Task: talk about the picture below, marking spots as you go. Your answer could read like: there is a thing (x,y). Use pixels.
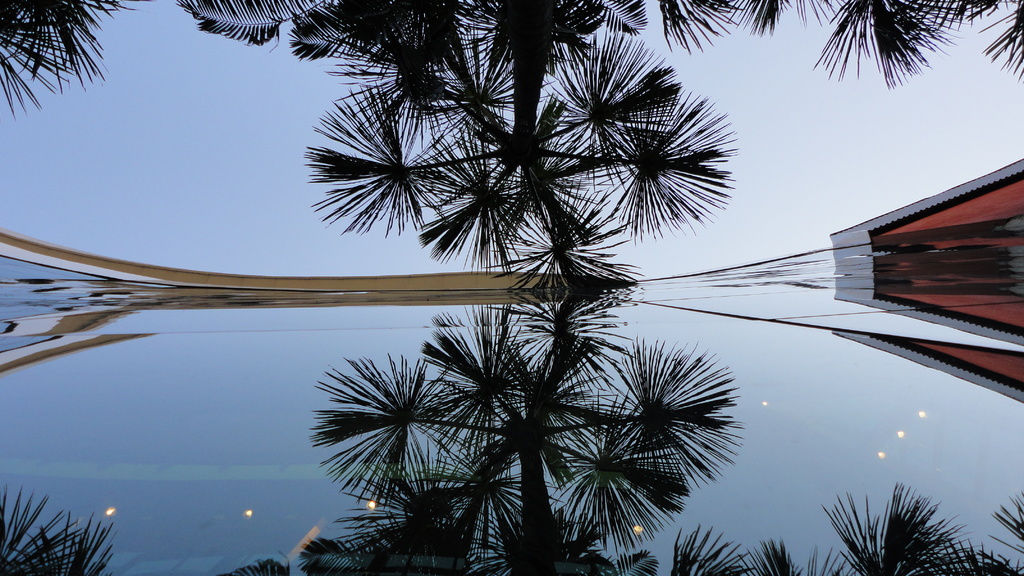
At the bottom of the image (28,460) there is water (836,388) with reflection (566,482) of trees (478,452) with leaves (509,465), lights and roof (854,276). Behind the water (852,388) there is a tree (534,86) and also there is a roof (970,187). At the top of the image (104,127) in the background (870,204) there is a sky (830,180).
